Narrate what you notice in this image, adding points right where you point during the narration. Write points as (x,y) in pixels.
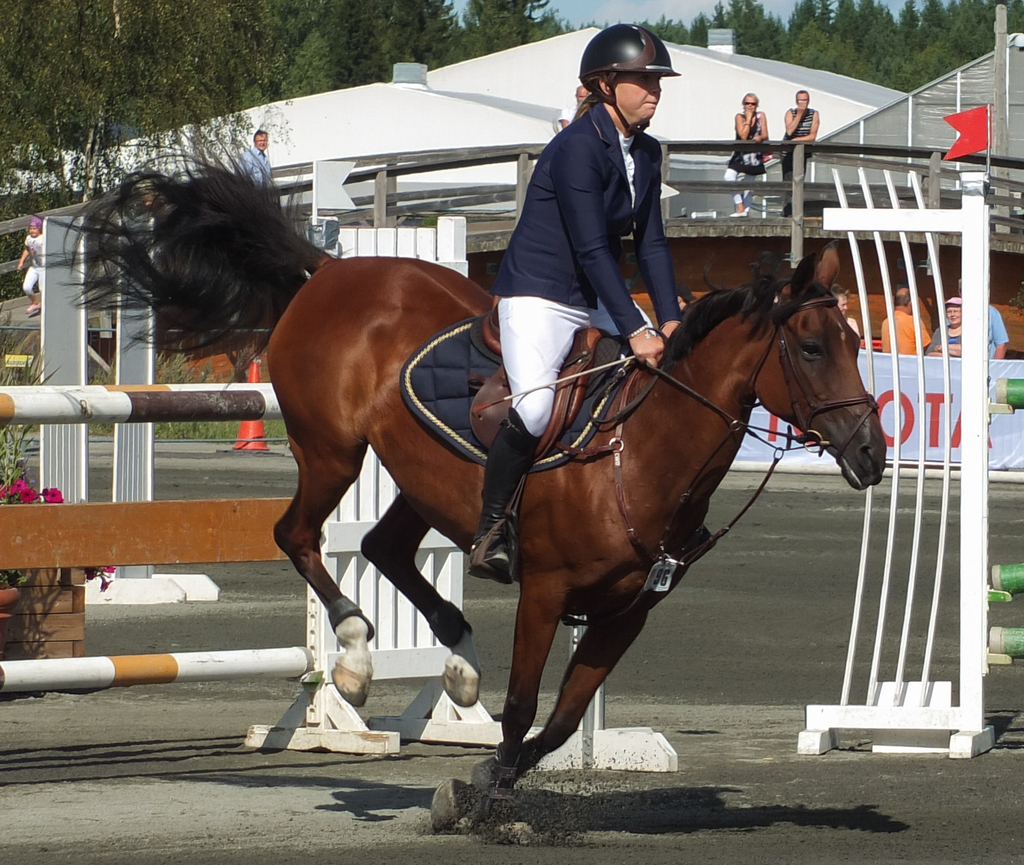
In this picture we can see woman (526,294) wore blazer (582,181), helmet (638,44) holding rope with her hand (639,345) sitting on horse (719,484) where horse (600,640) is running and in background (368,584) we can see some persons (750,95) looking at her, fence (239,528), flower pot (71,587) with plant (7,500) in it, trees (119,117), rack (74,464).
